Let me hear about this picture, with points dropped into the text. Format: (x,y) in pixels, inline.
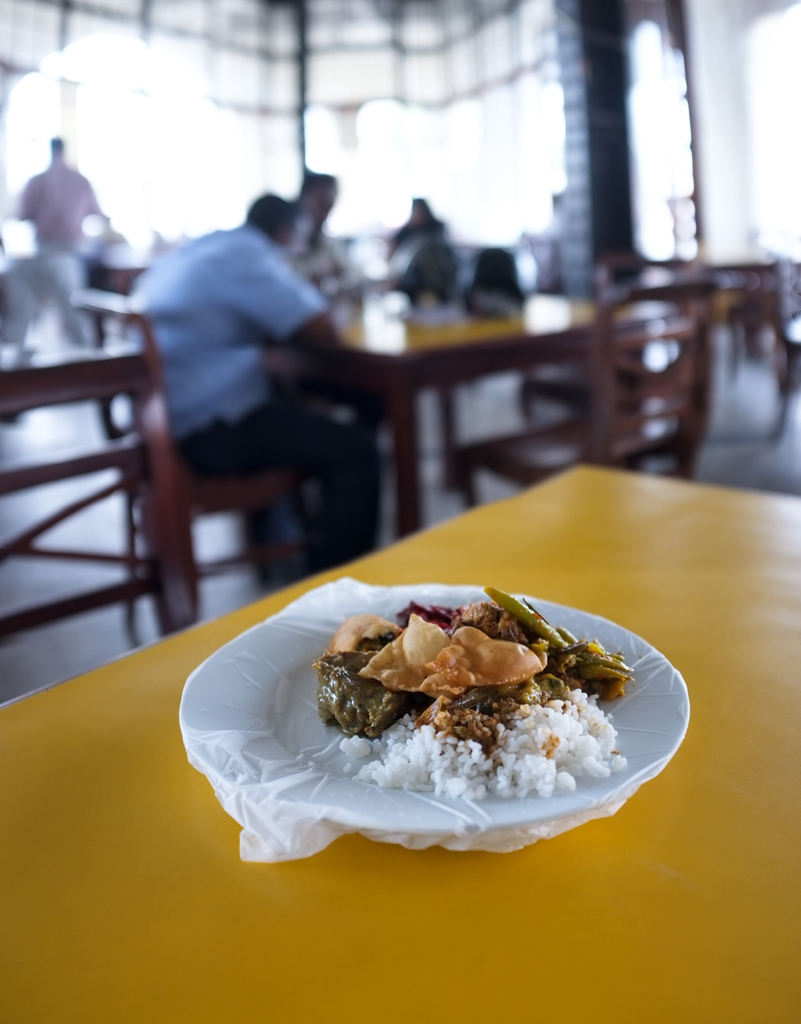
In this image, we can see yellow color table (514,918), there is a food item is placed on the table (389,866). At the background (220,414), few peoples (228,349) are sat on the chair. And left side (63,227), a human (54,220) is standing. We can see so many chairs (7,553) and tables (443,323).
